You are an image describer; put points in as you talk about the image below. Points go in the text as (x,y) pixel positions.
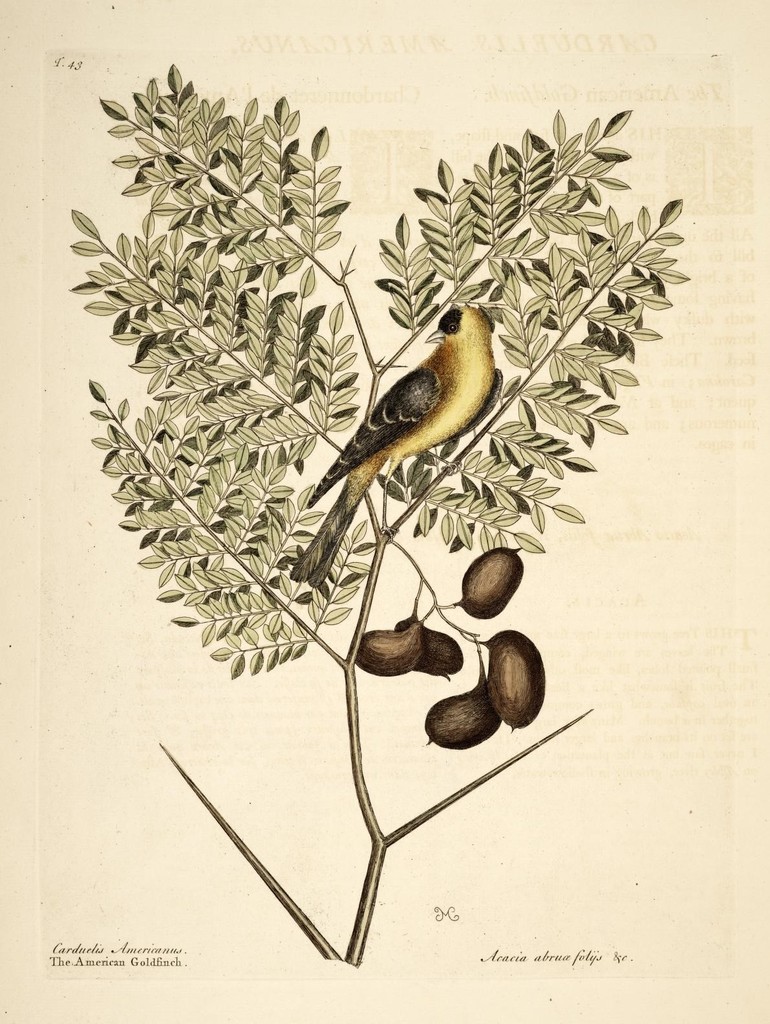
In this picture we can see a bird (343,456), leaves (486,289) and fruits (401,665) on a plant (375,872). There is some text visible at the bottom of the picture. We can see the numbers (72,65) in the top left (72,61).
